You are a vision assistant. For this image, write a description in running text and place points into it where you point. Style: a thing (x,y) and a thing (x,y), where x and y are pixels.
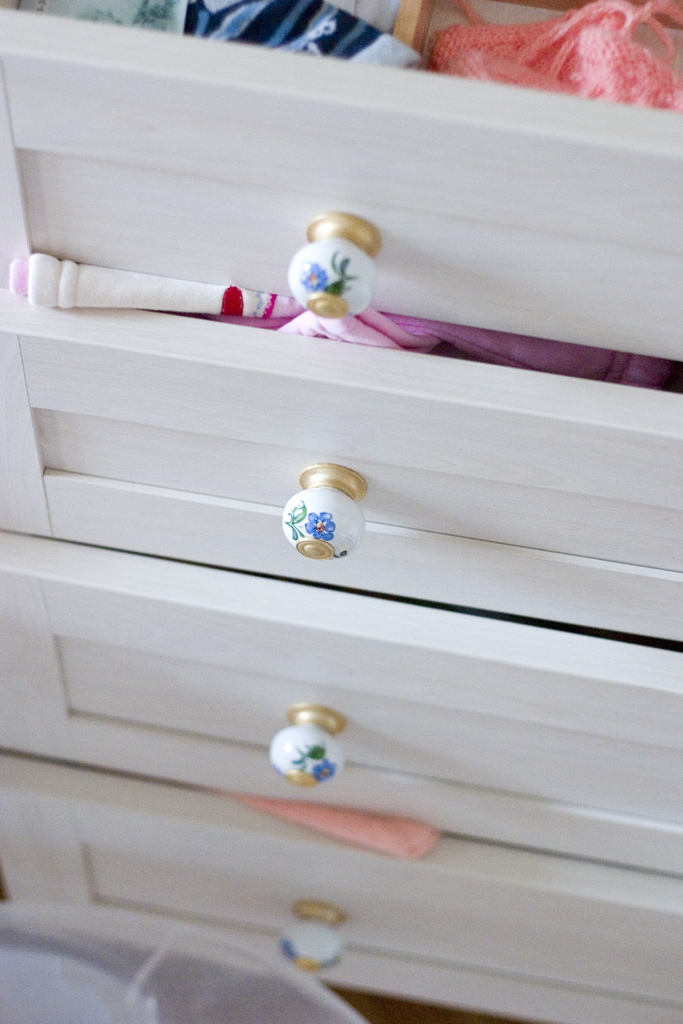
In this image we can see cupboard (423,959) with drawers (399,405) with clothes (326,31) in it.
